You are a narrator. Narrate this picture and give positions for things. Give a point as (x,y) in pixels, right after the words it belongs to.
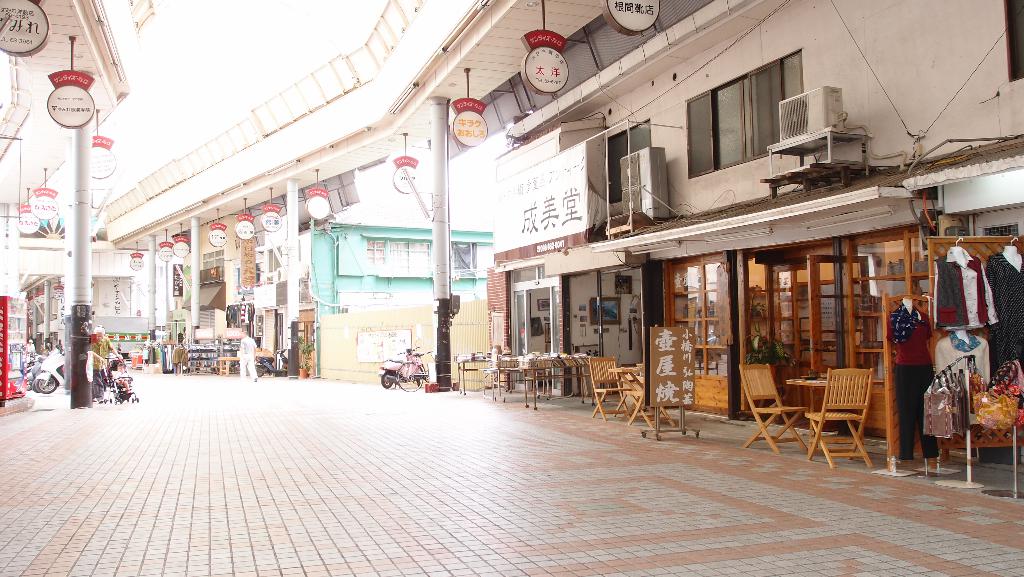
In this image on the right side (701,294) there are buildings (652,266) and on the roof (251,195) of the building (356,150) there are boards (627,12) hanging and there are pillars (438,271). In front of the building (714,324) in the front (803,377) on the right side (833,385) there are tables (566,375), empty chairs (766,408) and there are clothes (973,321) and there are AC outdoor units (659,177). In the center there is a person (247,366) walking and on the left side (83,131) there is a pillar (76,176) and on the top (25,31) there are boards (24,222) hanging, there are vehicles (42,372), there is a refrigerator (14,358). In the background (175,361) there are objects (163,355) which are black and brown in colour.
